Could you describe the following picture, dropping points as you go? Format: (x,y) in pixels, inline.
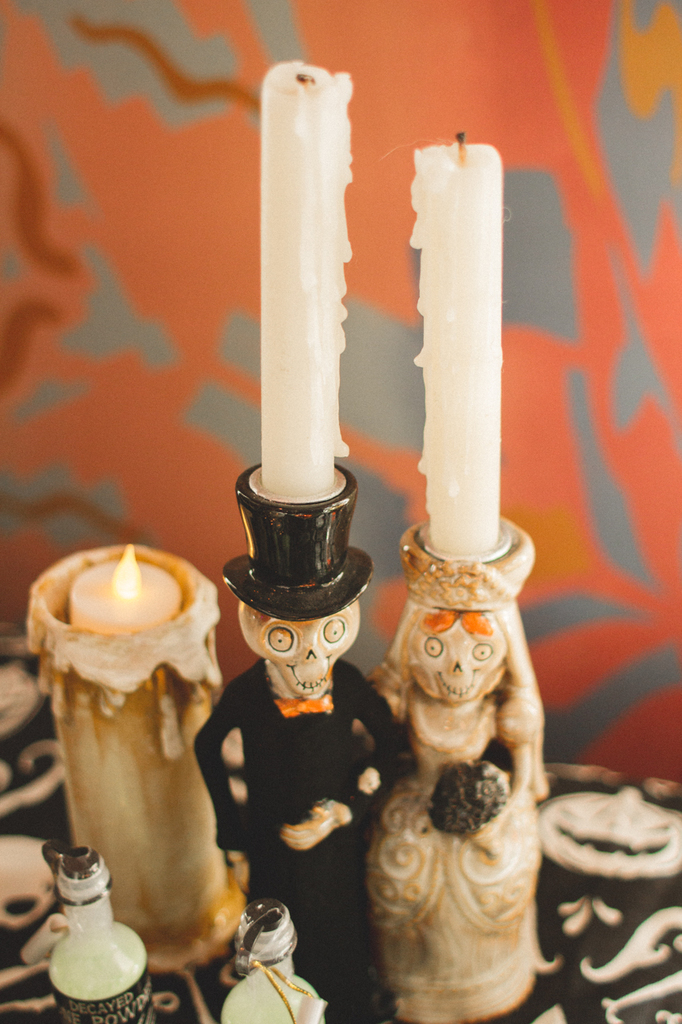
In this picture we can see candles (73,767), bottles (88,858), toys (462,973) and these all are placed on a platform (539,906) and in the background (543,541) we can see the wall (643,525).
